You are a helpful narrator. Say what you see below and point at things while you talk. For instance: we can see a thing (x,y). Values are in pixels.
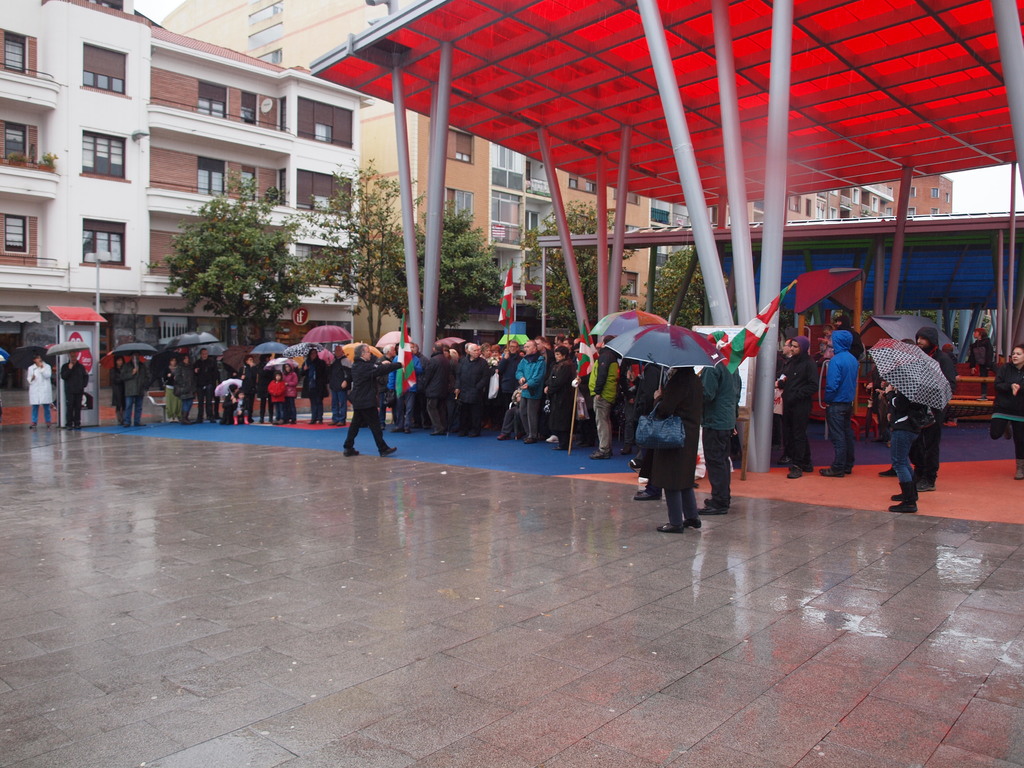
In this image I can see a group of people (829,401) standing and few (700,402) are holding umbrellas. Back I can see few buildings (285,202), windows (214,172), trees (231,212), poles (725,14) and a shed (576,4). The sky (971,198) is in white color.
